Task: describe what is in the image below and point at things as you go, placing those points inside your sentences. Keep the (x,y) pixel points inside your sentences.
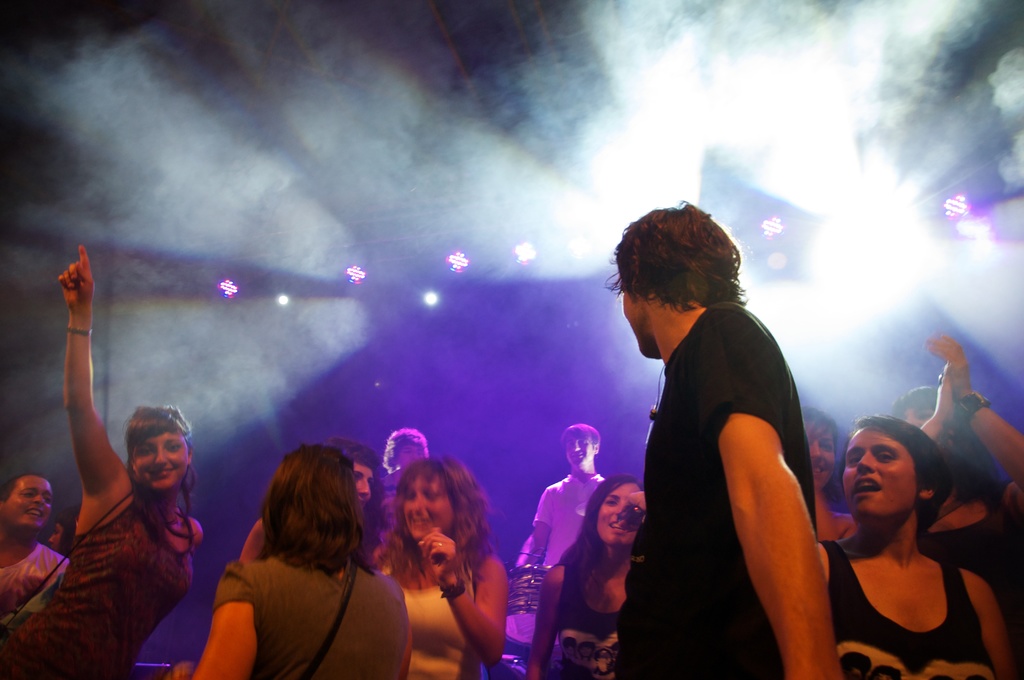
In this picture we can see a group of people (455,610) standing and smiling, drums (509,576), bag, lights (893,188) and in the background (227,521) it is dark.
